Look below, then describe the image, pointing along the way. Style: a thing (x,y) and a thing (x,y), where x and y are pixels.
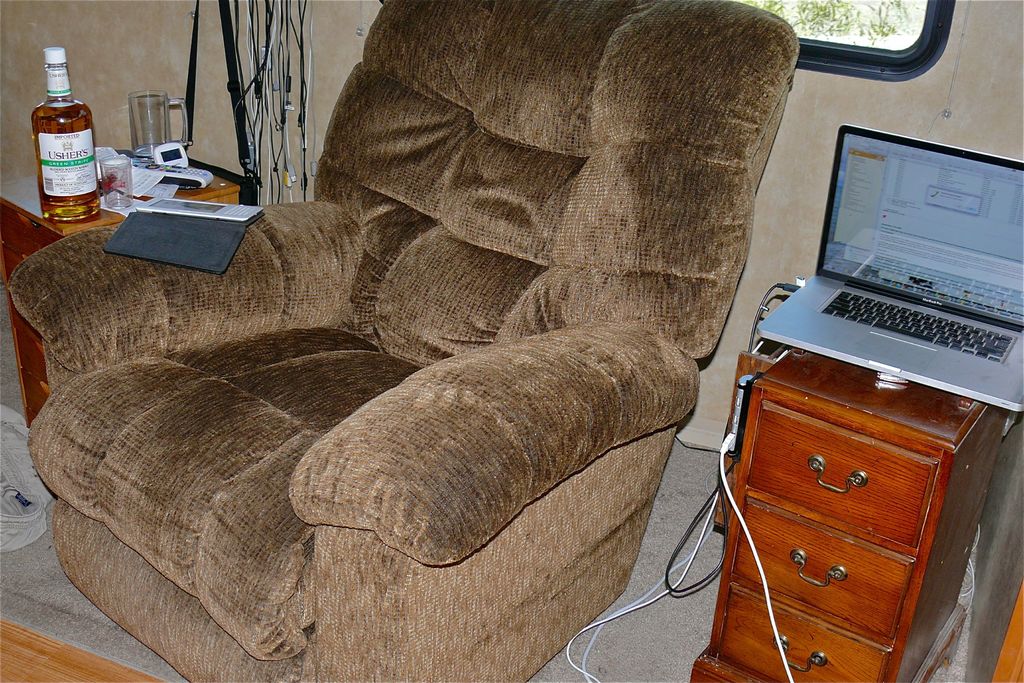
This picture is clicked inside the room (364,319). Where in the center (432,336) there is a sofa (421,276). At the left side (117,176) on the table (0,189) there are bottle (72,152), glass (145,116). In the background (256,67) there are wires (256,76). At the right side (865,502) on the table (894,508) there is a laptop (921,354) and some wires (736,507).
